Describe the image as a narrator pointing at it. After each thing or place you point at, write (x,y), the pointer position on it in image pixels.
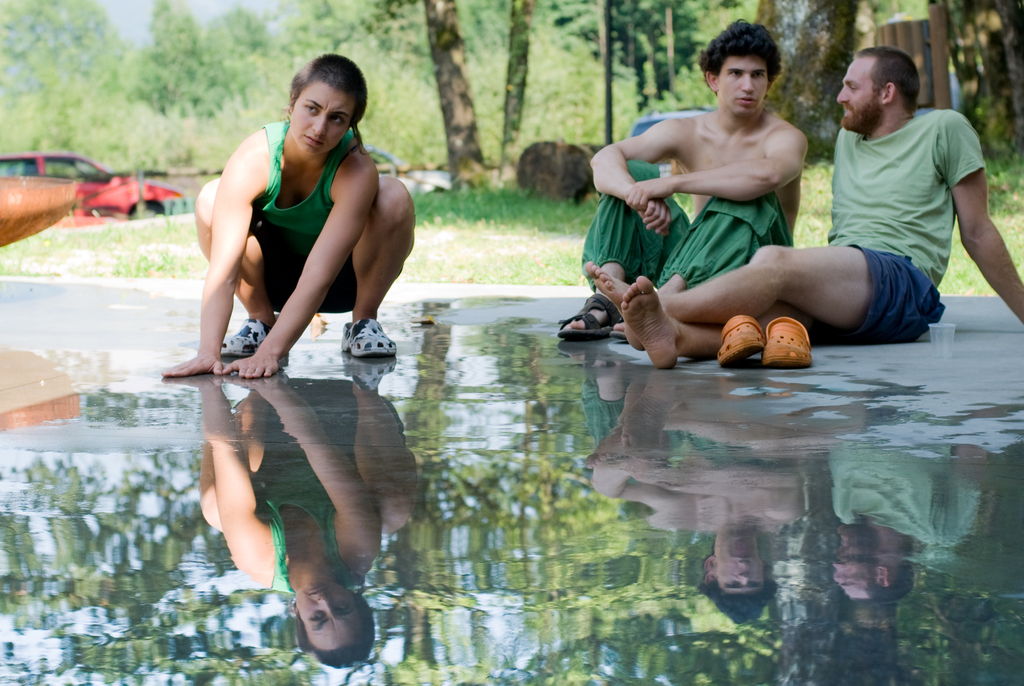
In the center of the image (660,322) there are three persons (241,334). At the bottom of the image (366,465) there is water (428,540) on the road (318,530). In the background of the image (494,50) there are trees (67,138). There is a car (68,158).
